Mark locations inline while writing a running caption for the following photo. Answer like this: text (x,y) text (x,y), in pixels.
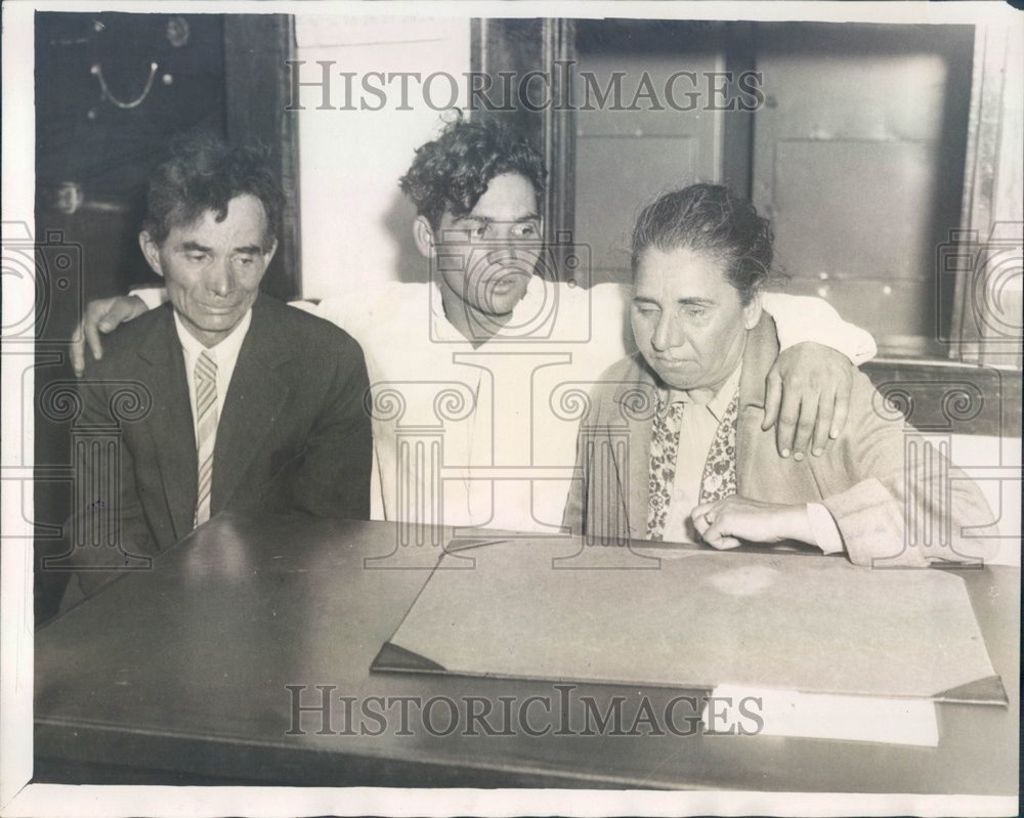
In this image, there is a table (140,683) and there are some people (638,417) sitting, in the background (306,224) there is a wall (400,73) and there is a door (718,65).
